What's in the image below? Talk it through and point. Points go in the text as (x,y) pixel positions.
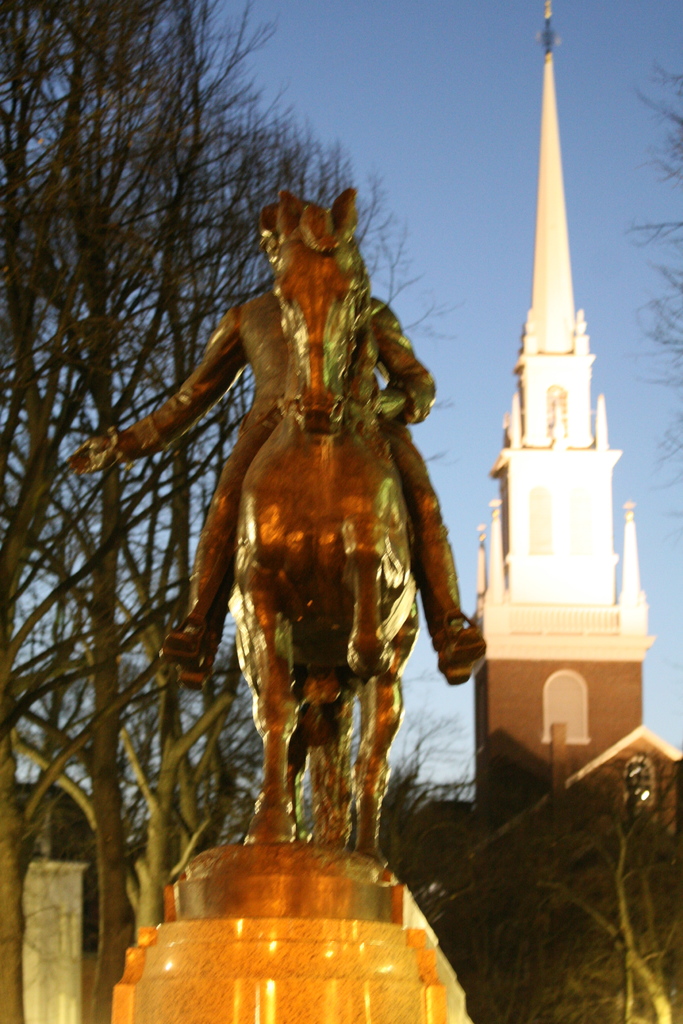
In the picture I can see a statue (352,785), a building (555,727), trees (130,886) and some other objects (385,954). In the background (510,394) I can see the sky (461,487).
